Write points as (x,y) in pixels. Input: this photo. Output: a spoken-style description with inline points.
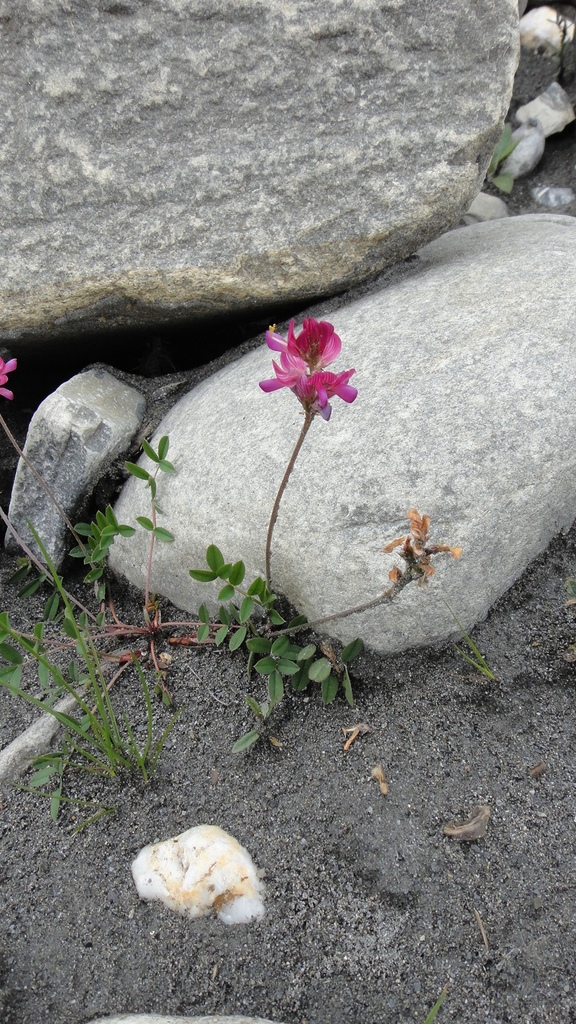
In the middle of this image (316,356), there is a plant (308,390) having pink color flower (328,386) and green color leaves (103,531). Besides this plant (274,664), there are grass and a stone (203,858). In the background (455,412), there are rocks (488,255) on the ground (538,606).
